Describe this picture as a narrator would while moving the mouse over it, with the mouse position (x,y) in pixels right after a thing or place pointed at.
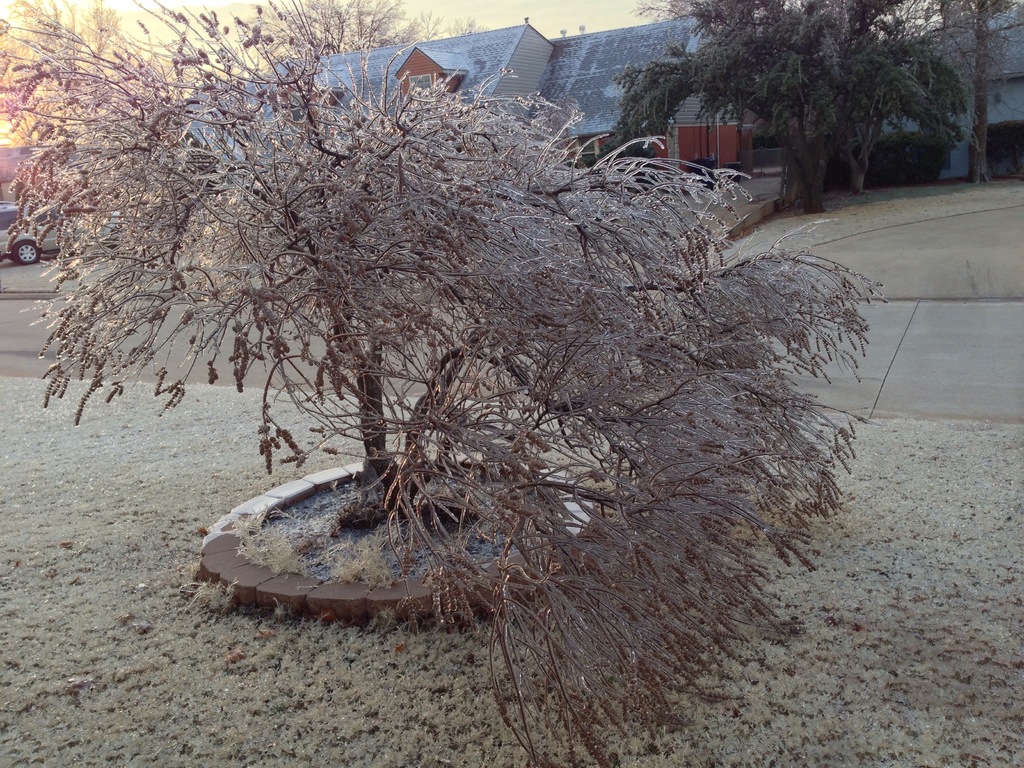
On the left side (341,190), there is a tree (294,463) on the ground (292,508). In the background (933,379), there is a road (950,372), there are vehicles (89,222), buildings (20,156), trees (93,36) and there is sky (527,9).
